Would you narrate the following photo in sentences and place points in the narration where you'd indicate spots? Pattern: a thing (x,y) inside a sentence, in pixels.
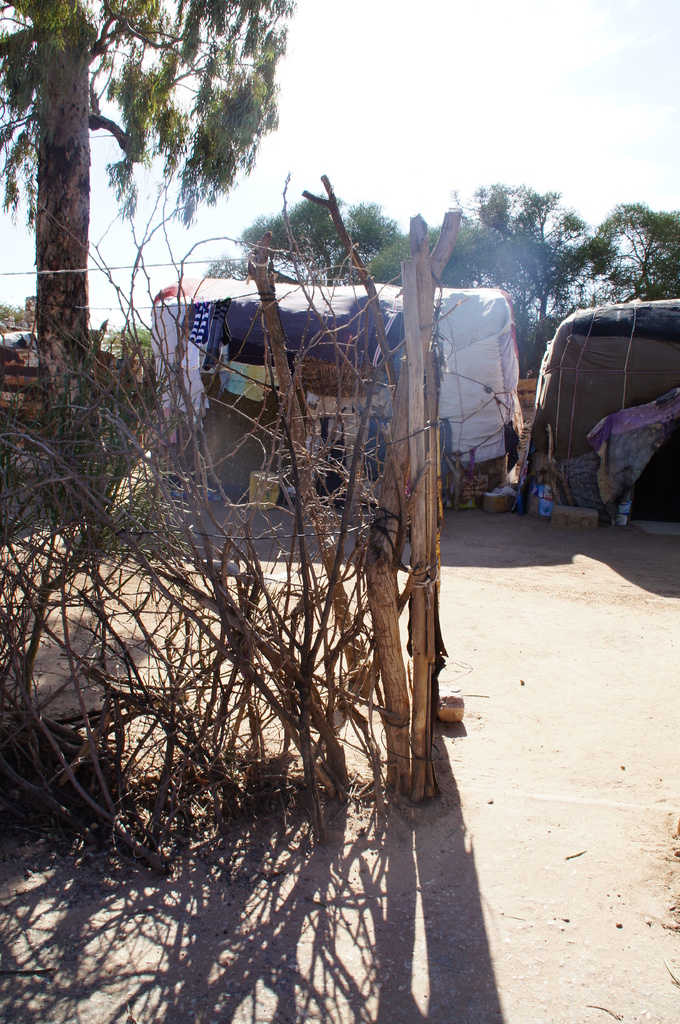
In this image I can see some huts (664,366) and shelters (545,380) behind a fencing (278,621) made by stems (368,602). I can see a tree (151,106) on the left hand side of the image (47,145) I can see some other trees (492,224) behind the huts (566,390).
